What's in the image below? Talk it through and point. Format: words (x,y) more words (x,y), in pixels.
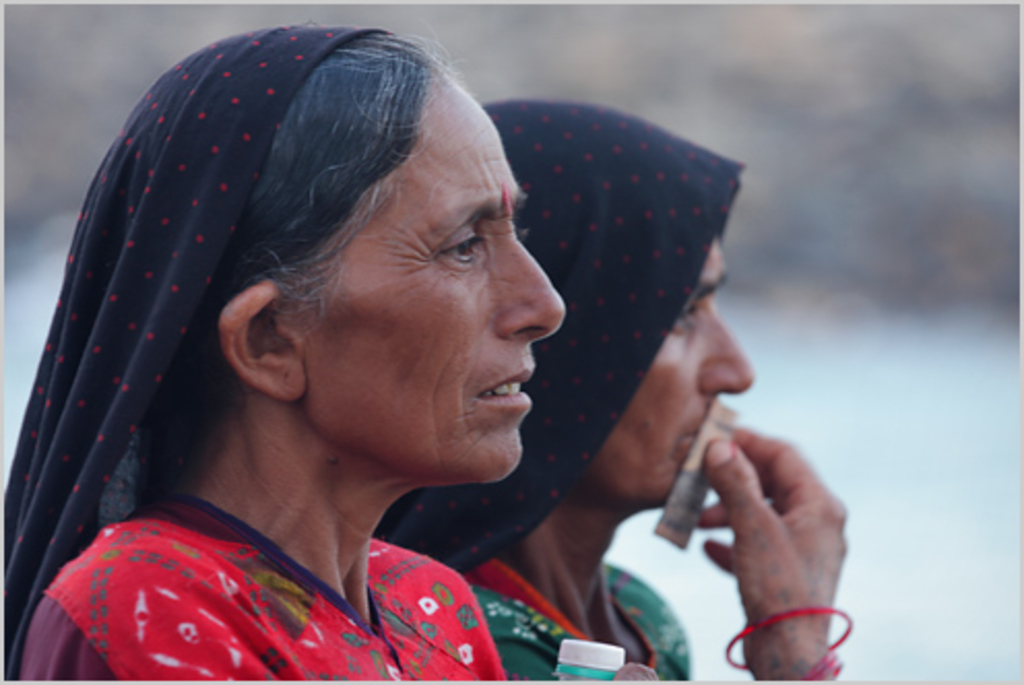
In this picture we can see two women (512,412) and there is a blur background (881,133).
